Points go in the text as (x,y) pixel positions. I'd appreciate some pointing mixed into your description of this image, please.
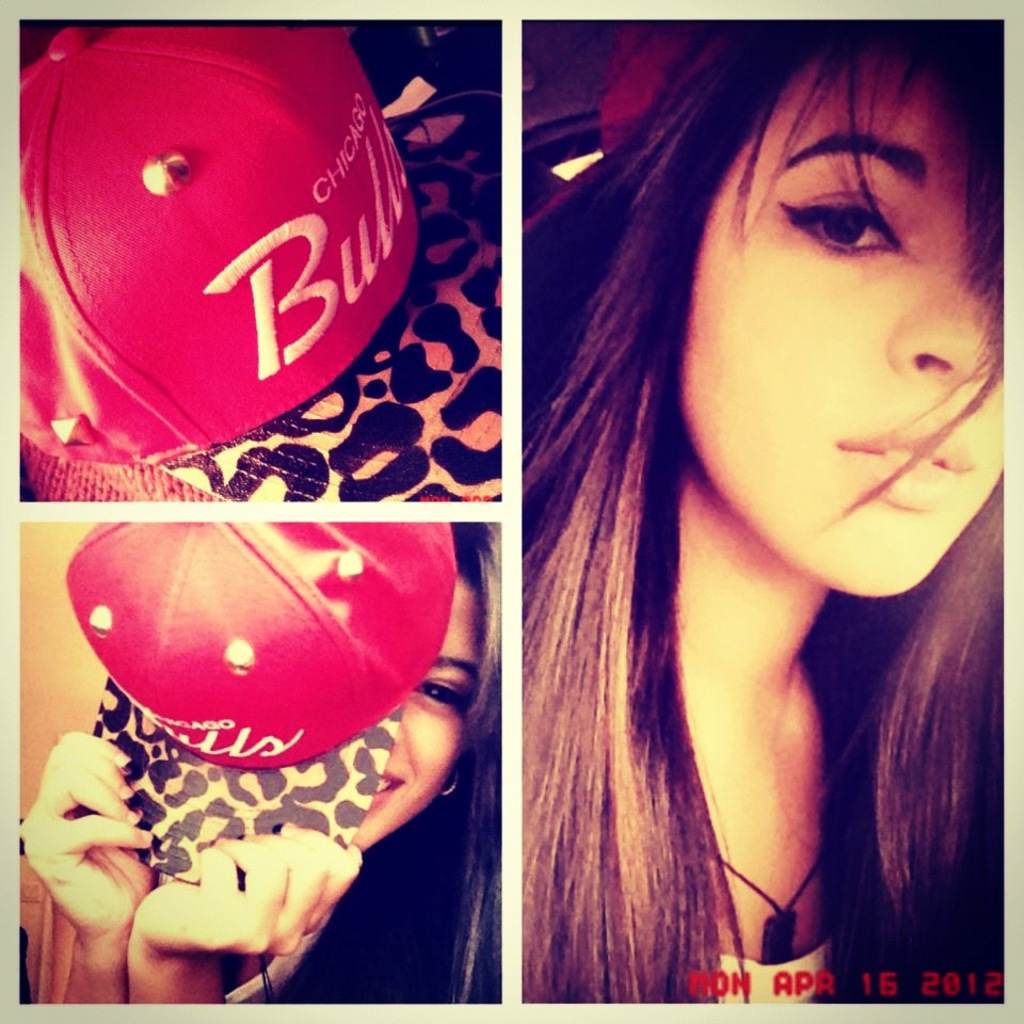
In this image we can see a collage. In the left top (338,331) image we can see a cap (93,253). In the left bottom (199,704) image we can see a lady (240,910) holding a cap (241,763). On the right (794,420) image we can see a lady (751,417). In the right bottom corner (839,979) something is written.
